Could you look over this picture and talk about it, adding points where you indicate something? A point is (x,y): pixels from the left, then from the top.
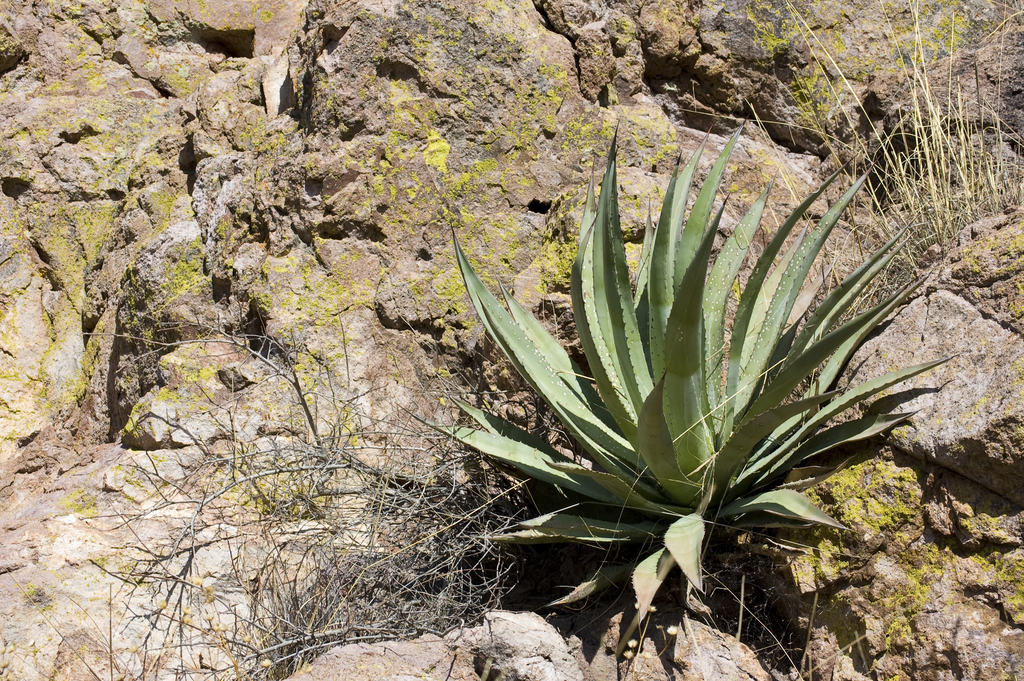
Here we can see an agave plant (654,452) and dried plants (338,455). We can see the formation of lichen (860,506) on the rocks (895,571).
